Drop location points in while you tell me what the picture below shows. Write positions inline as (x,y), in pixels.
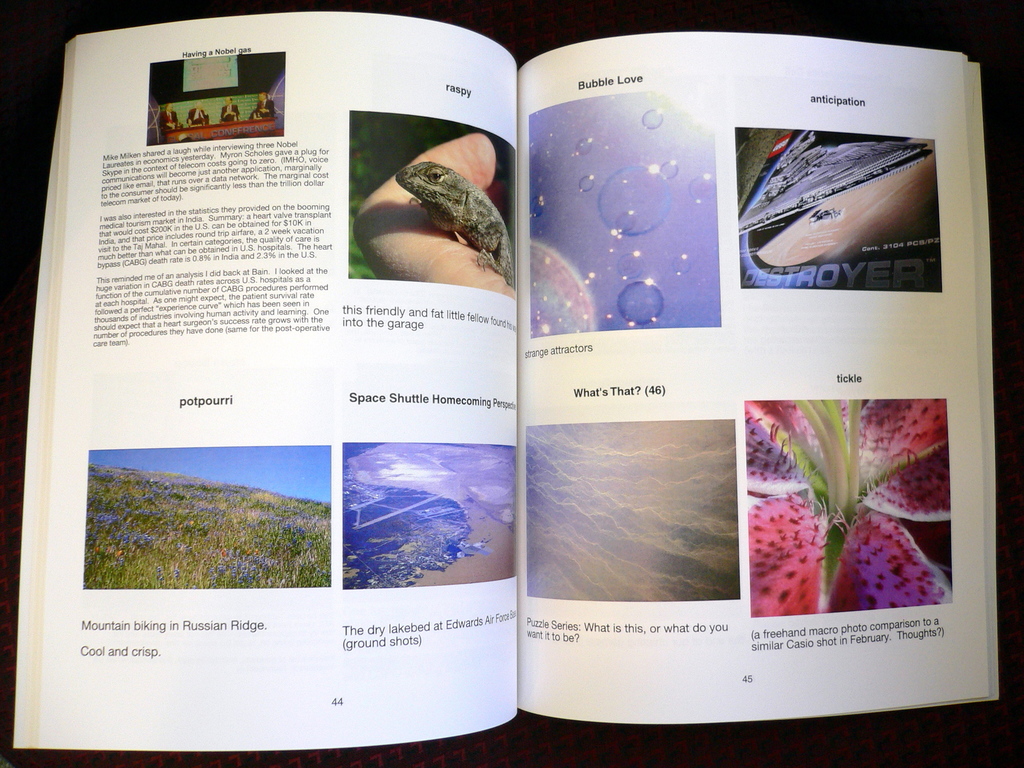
In this image I can see a book (453,229). In the book (512,322) I can see grass (202,518), reptile (461,188) and few images (742,263) and something is written on the book (228,328).
